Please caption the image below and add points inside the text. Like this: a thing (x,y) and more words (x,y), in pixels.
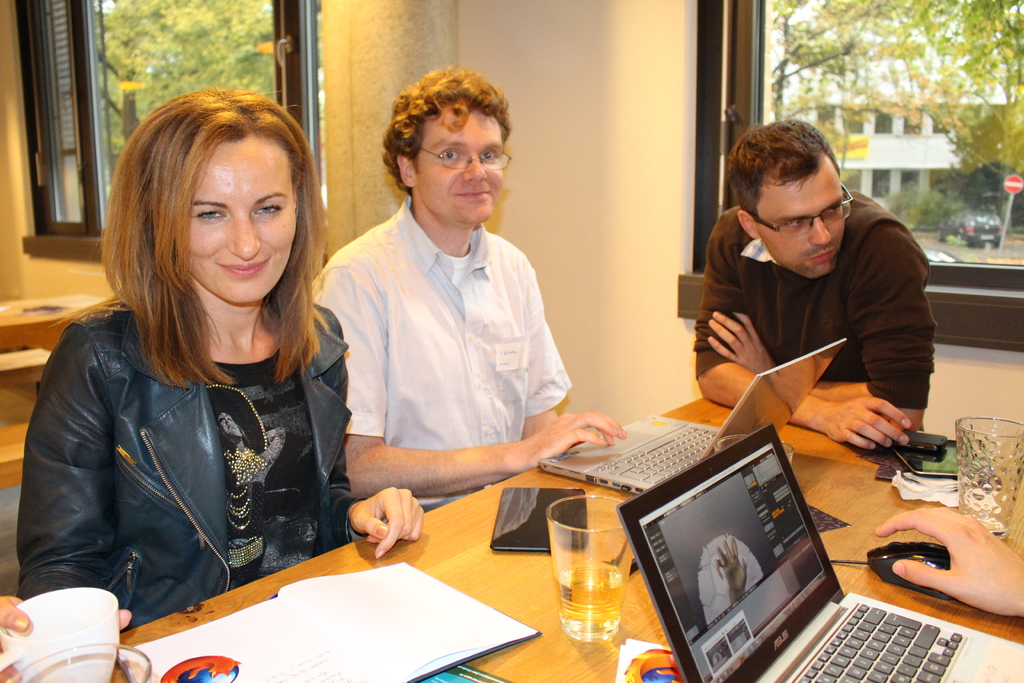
This picture shows couple of men (437,340) and women (182,451) seated on the chair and we see a cup (107,620) and a couple of glasses (592,555) and couple of mobiles (947,463) and a book (479,628) and couple of laptops (749,496) on the table (968,618) and we see a human hand (1005,582) on the mouse (898,555) and we see couple of men (744,206) wore spectacles (790,220) on their faces (816,241) and we see trees (899,42) and a building (892,197) and a car (966,218) parked and we see a sign board (999,242) on the sidewalk (1019,248) from the Windows (173,57).
